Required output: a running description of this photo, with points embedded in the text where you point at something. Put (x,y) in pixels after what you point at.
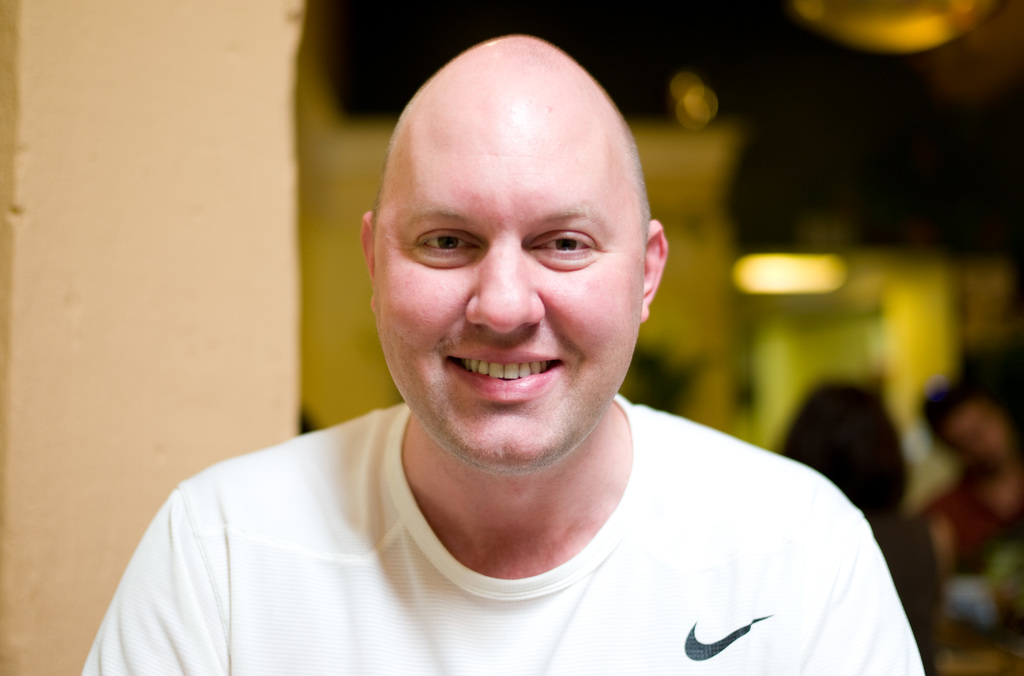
In the image we can see close up picture of a man (587,561) wearing clothes (701,572) and he is smiling and the background (879,248) is blurred.
